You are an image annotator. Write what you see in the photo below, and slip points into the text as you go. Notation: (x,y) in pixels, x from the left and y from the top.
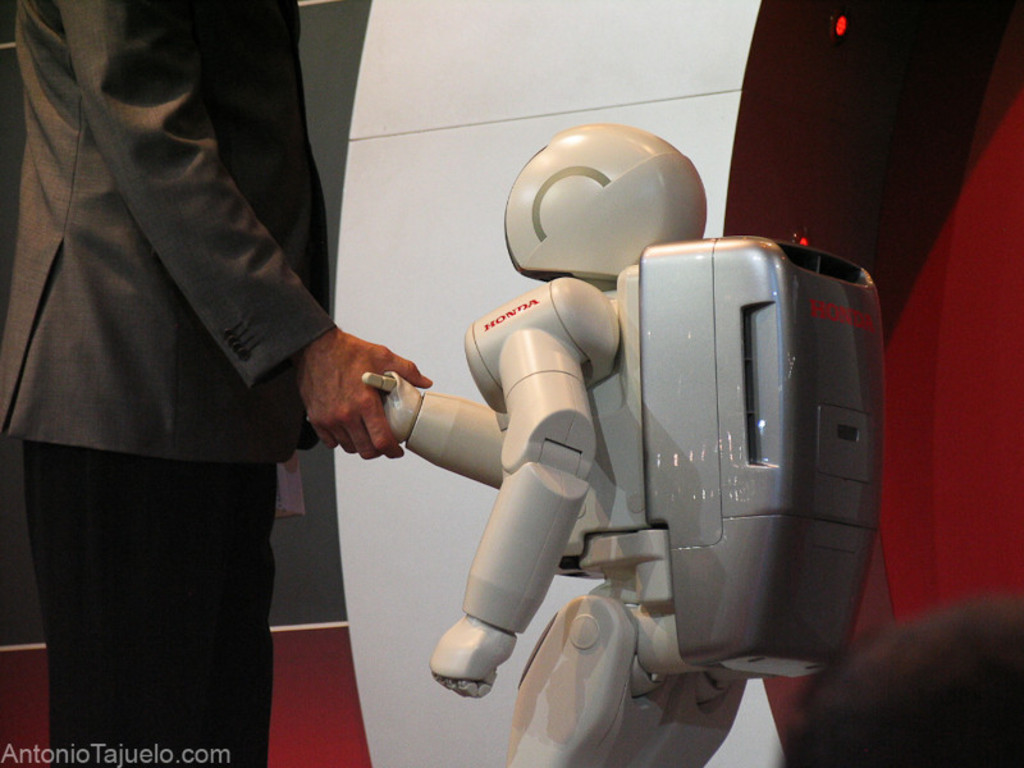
In this image I can see a robot (575,320) holding a human hand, and the robot (624,368) is in white. The person (156,330) is wearing brown blazer (167,318) and black pant (223,628).
